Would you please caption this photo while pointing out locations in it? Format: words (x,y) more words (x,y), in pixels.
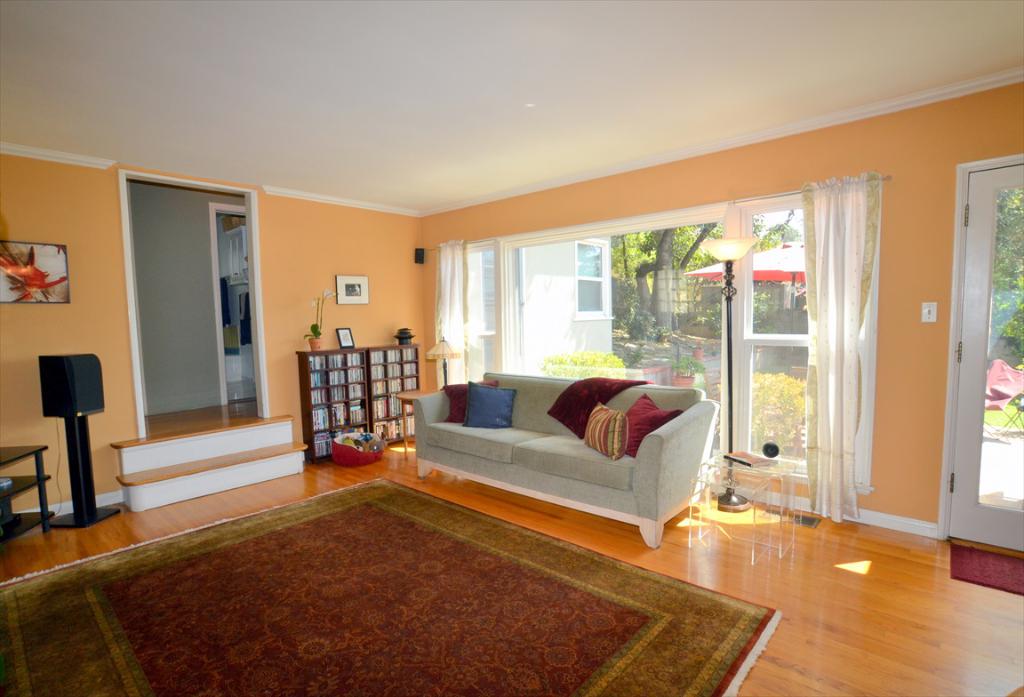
This is a house (876,386). Here we can see a door (982,309) and windows (802,310). These are curtains (448,308). This is a sofa (639,477) with cushions (604,439) on it. This is a floor (794,629) and a carpet (645,628). This is a doormat (976,571). Here we can see a rack (304,355) and on the rack (337,350) we can see a house plant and a photo frame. There is a photo frame (51,276) over a wall (89,269). This is a stair (204,467). This is other room (181,329). This is a table (37,461).
